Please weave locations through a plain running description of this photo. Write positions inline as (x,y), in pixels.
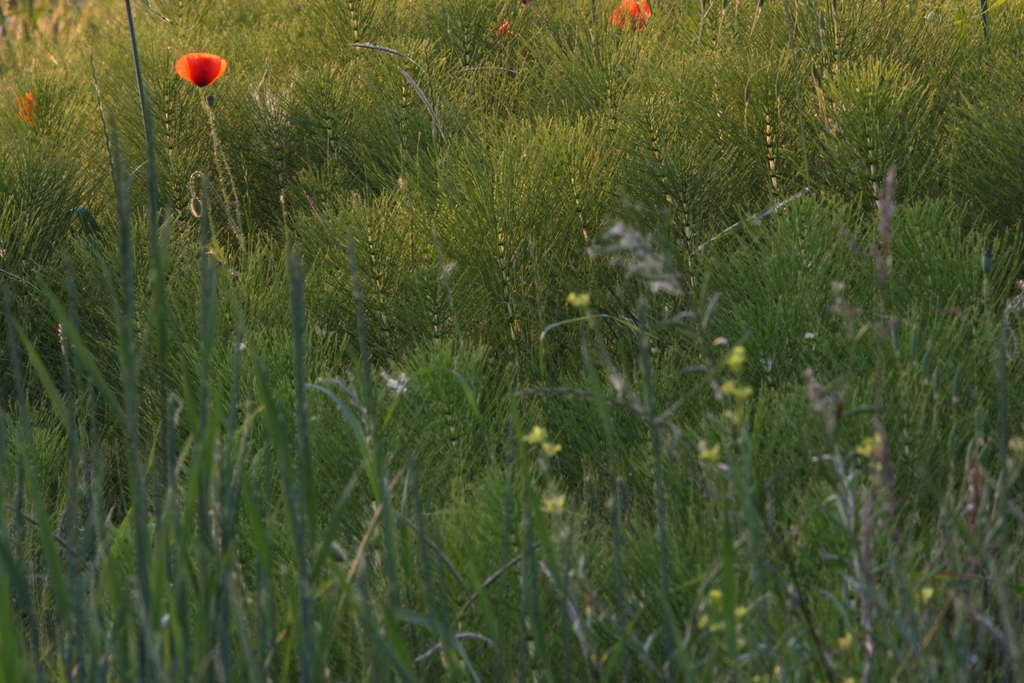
In this image I can see few orange and yellow color flowers (644,1) and few green color plants (733,404).
